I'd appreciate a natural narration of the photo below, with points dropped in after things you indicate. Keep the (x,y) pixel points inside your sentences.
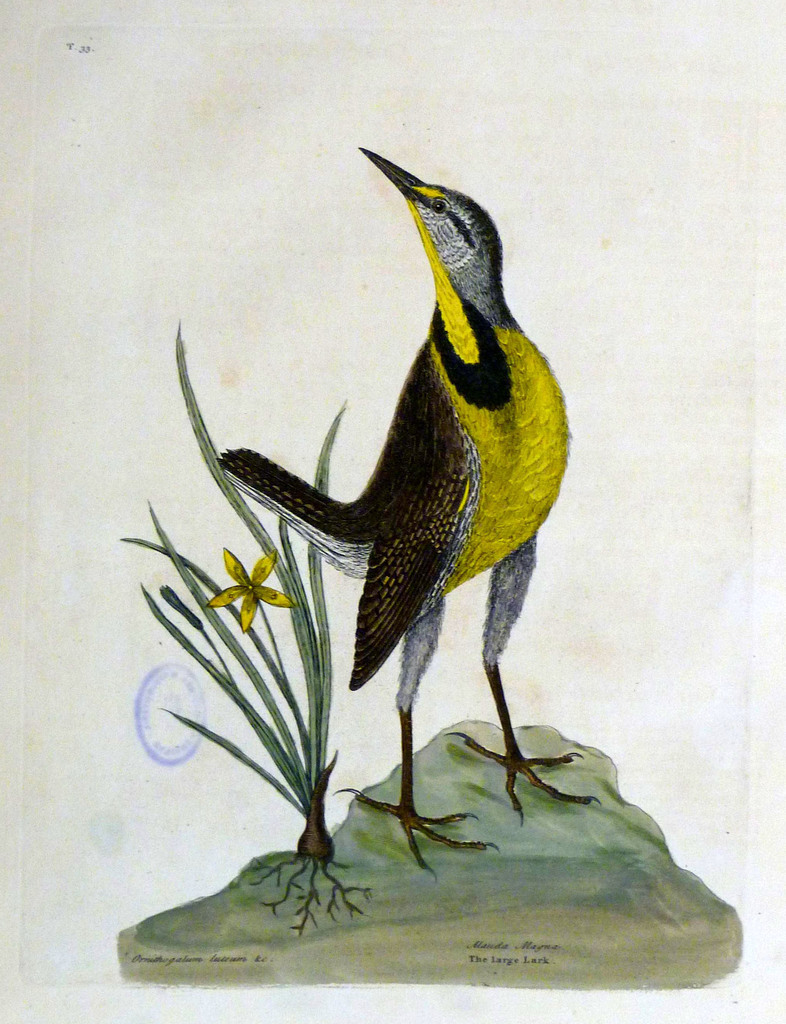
In this image I can see a painting (294,543) of a bird (360,678). At the bottom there is some text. I can see a stone (443,799) and a plant (311,828).
